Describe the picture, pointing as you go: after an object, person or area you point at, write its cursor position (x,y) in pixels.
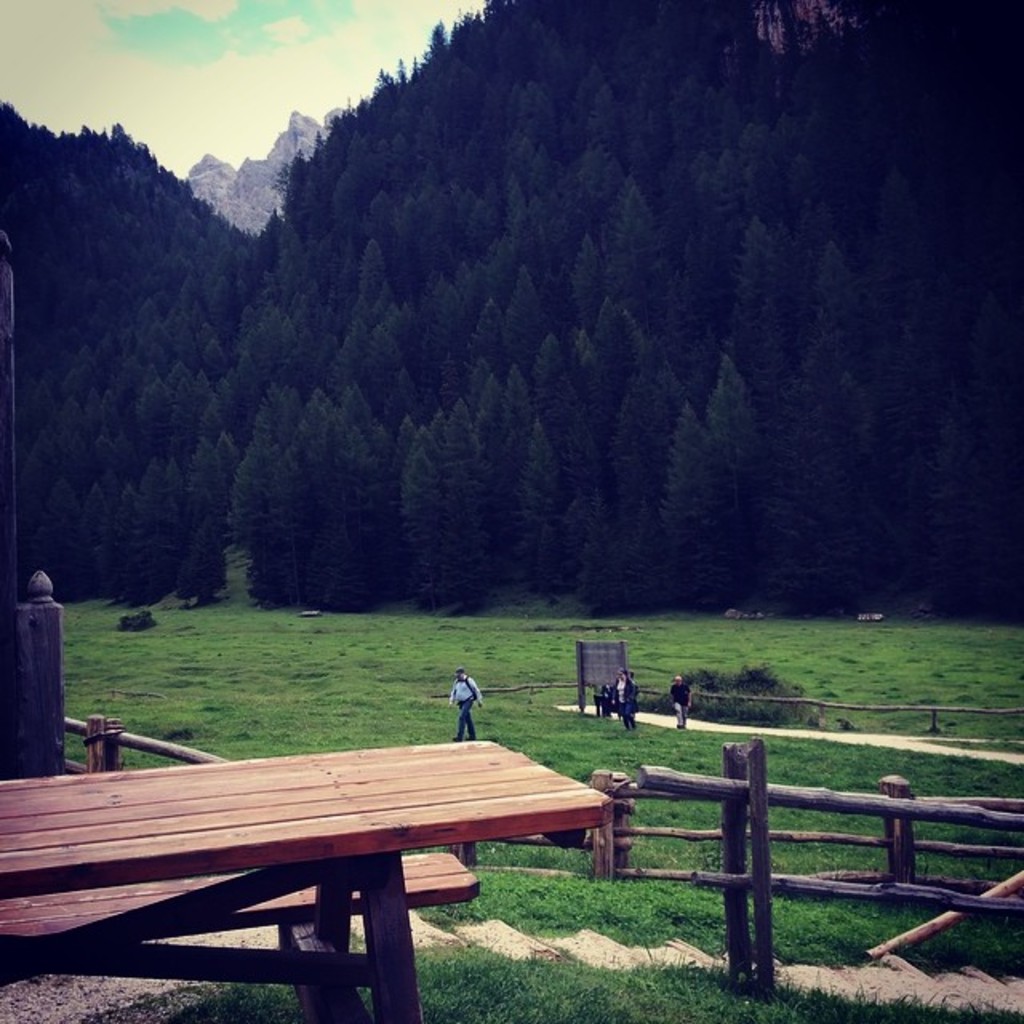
This is an outside view. At the bottom of the image (105,864) I can see a bench (338,829), fencing (747,882) and the grass (601,1009) on the land (576,1001). There are few people (463,701) walking on the ground (524,720). In the background (339,337), I can see the trees (620,277) and hills (245,171). On the top of the image (189,59) I can see the sky (157,62).
